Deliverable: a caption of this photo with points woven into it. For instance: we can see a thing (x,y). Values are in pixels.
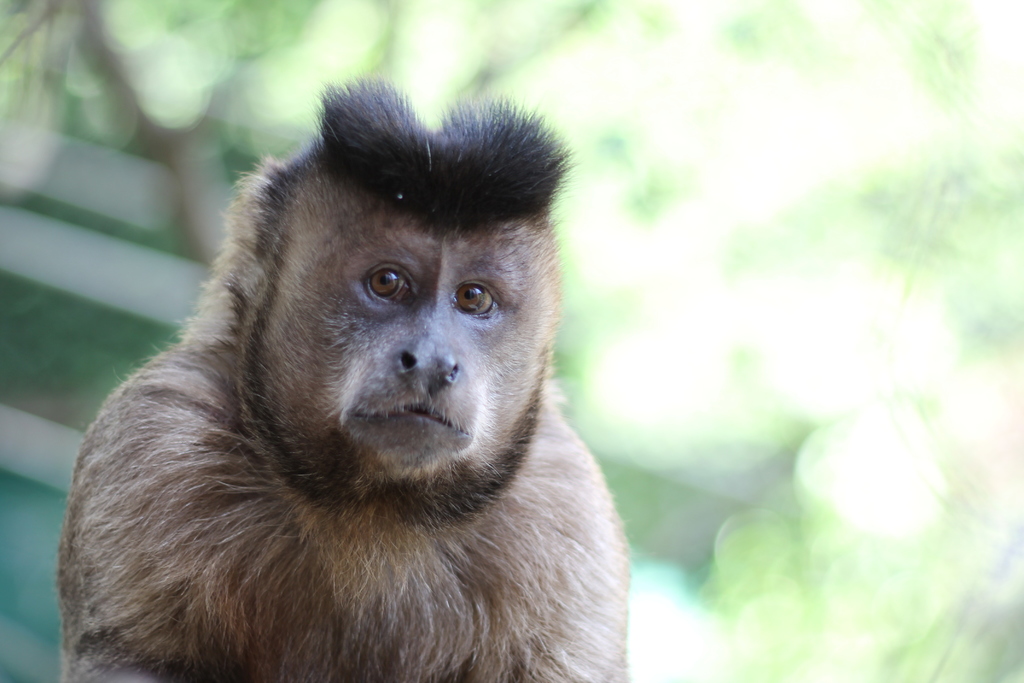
in this given picture i can see a animal (432,264).
